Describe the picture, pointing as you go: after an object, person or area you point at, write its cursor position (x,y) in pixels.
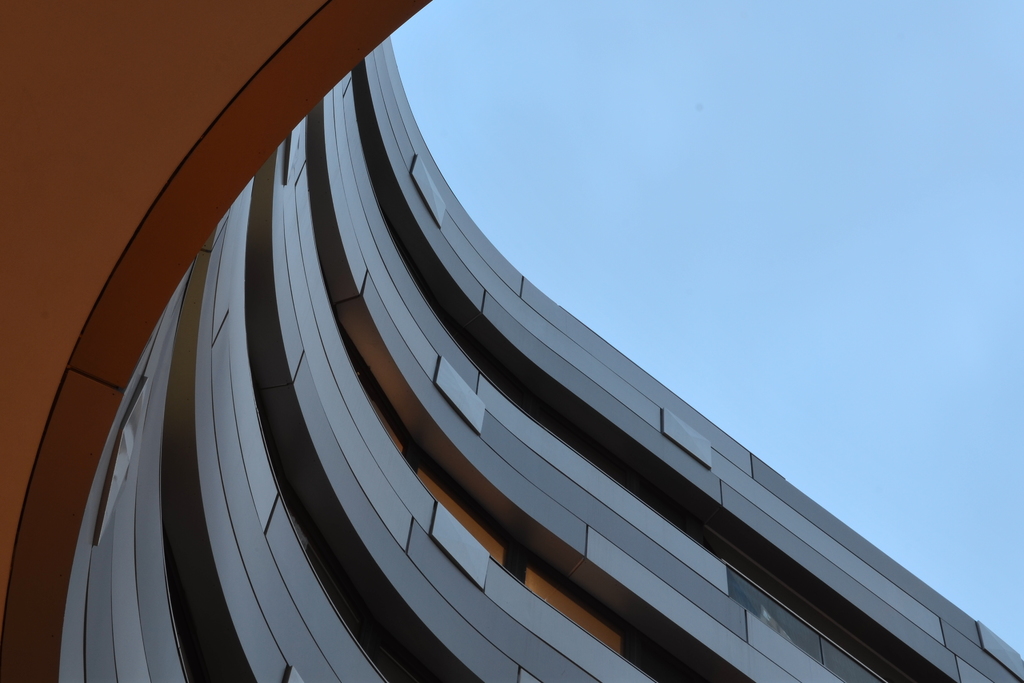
In this image, this looks like a four story architectural building (468,496). This is the sky (726,187).
